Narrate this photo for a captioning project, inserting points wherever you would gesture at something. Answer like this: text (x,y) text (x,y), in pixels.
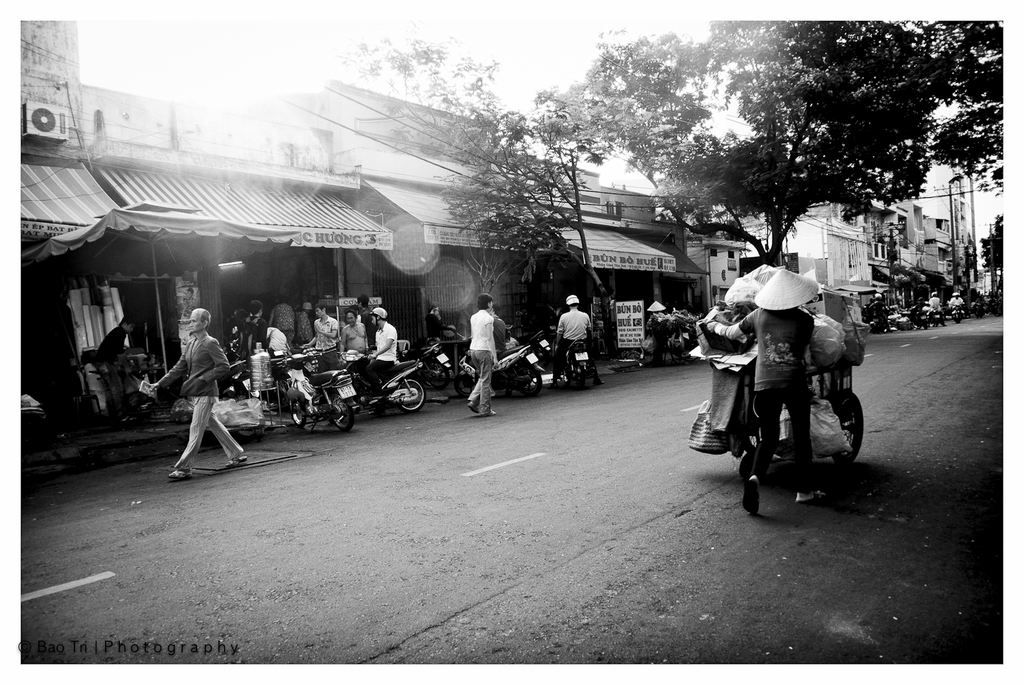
The picture is edited. From foreground (301,616) to the top right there is road (556,573). From top left to top right some vehicles (580,374) are parked. On the right side of the image (837,374) a man (786,394) is pulling the cart (849,430). From left to top right (876,225) there are stores (581,245) and buildings (922,233). There are trees (603,281) in middle (567,249) and top right (849,65). Few people (484,364) are walking down the road (444,404). Sky (194,68) is sunny.
